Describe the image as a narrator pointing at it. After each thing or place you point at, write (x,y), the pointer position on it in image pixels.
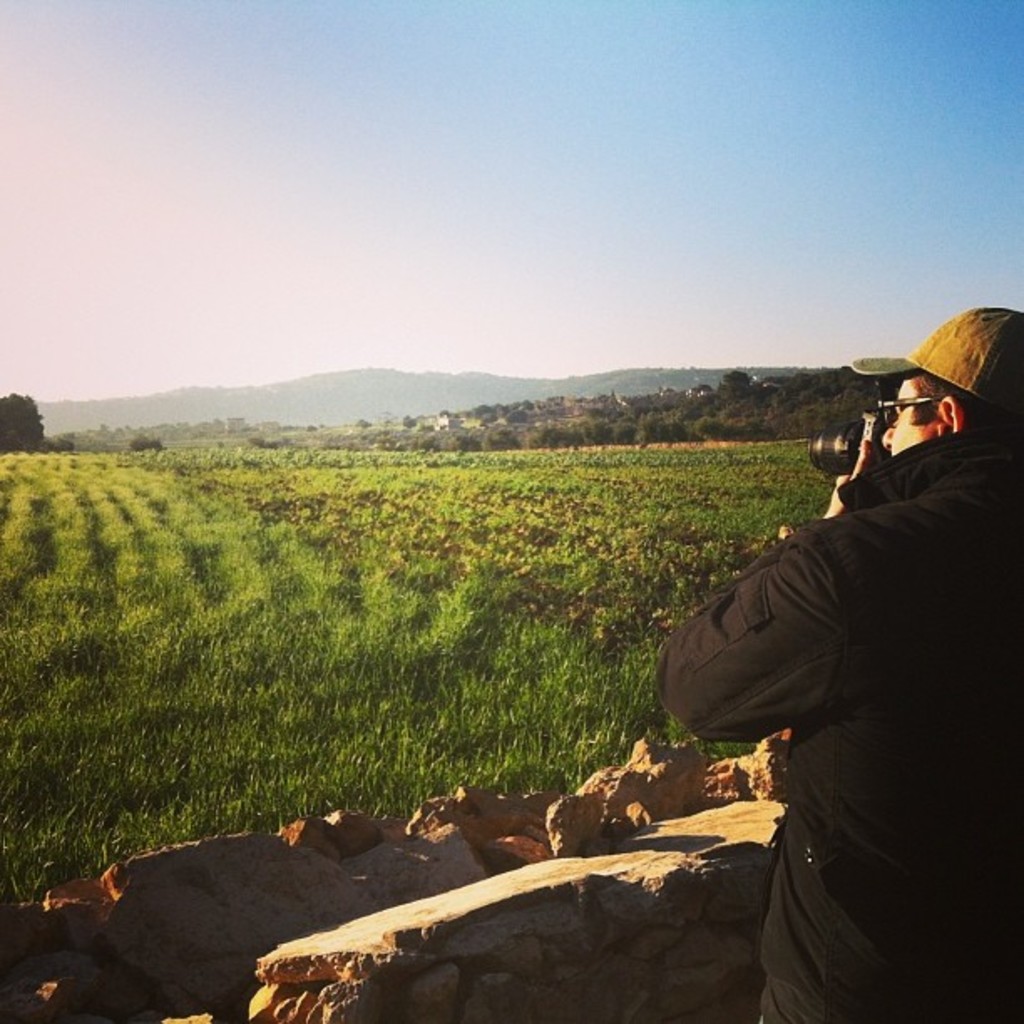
In this picture we can see a man (942,375) wore cap (933,369), spectacle (915,399) and holding a camera (876,437) with his hand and in front of him we can see stones (578,812), fields (391,465), mountains (665,390) and in the background (419,277) we can see sky (557,160).
